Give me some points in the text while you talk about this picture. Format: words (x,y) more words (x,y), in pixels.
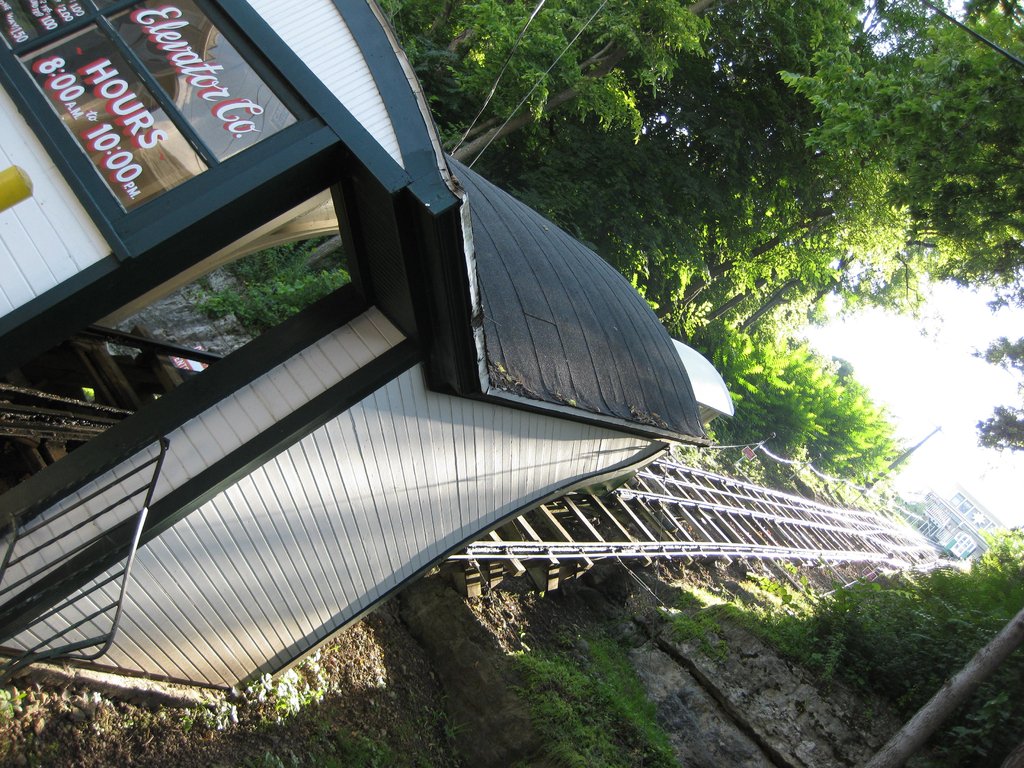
In this image we can see railway track (784,550), wall (59,200), roof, texts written on the glass (145,150), railing (119,615) and objects (908,755). In the background (840,88) we can see plants (857,664), trees (854,468), buildings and sky (983,495).
